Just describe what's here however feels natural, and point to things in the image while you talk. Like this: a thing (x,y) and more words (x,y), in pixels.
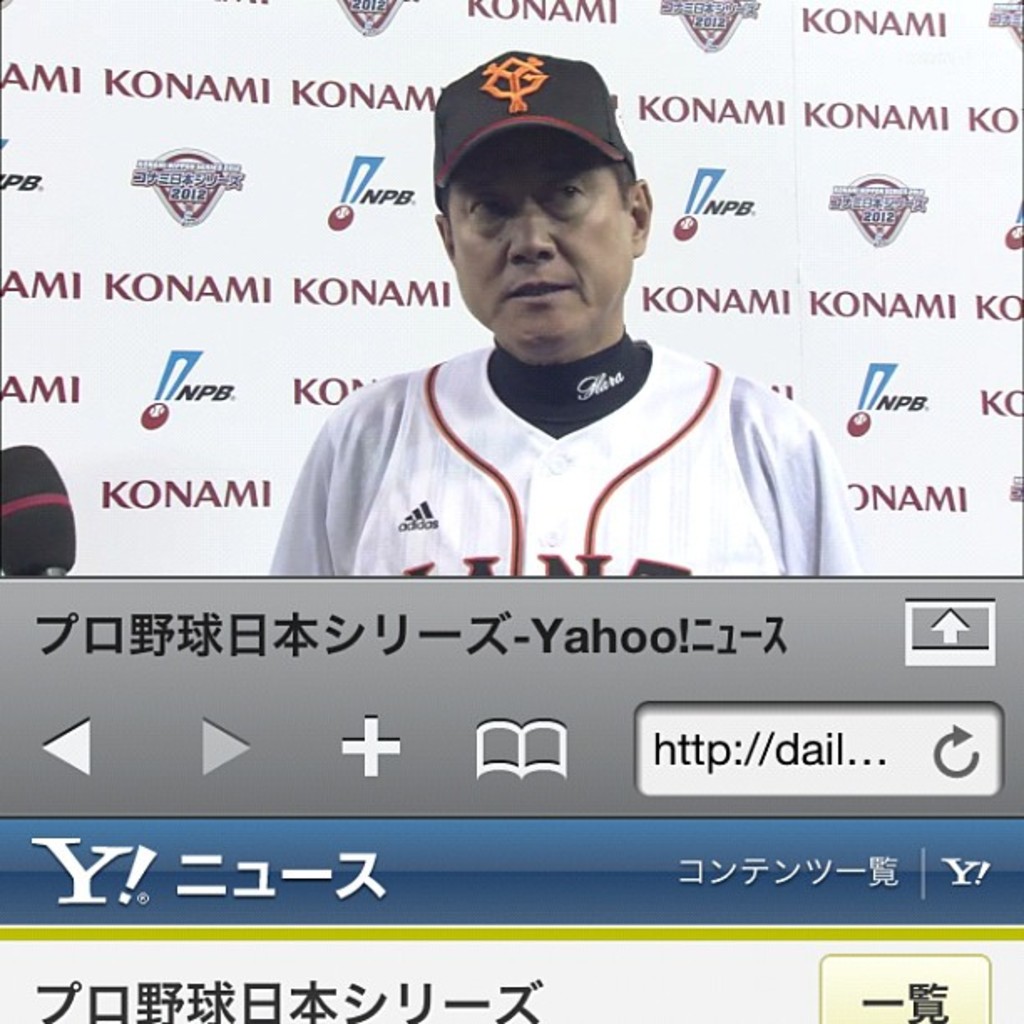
In this image we can see a person (532,347) standing. Behind the person (511,332) we can see some text (261,279) and image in the background (277,381). At the bottom (394,710) we can see a url (769,778), few buttons (945,769) and some text (424,1018) written in Japanese.
